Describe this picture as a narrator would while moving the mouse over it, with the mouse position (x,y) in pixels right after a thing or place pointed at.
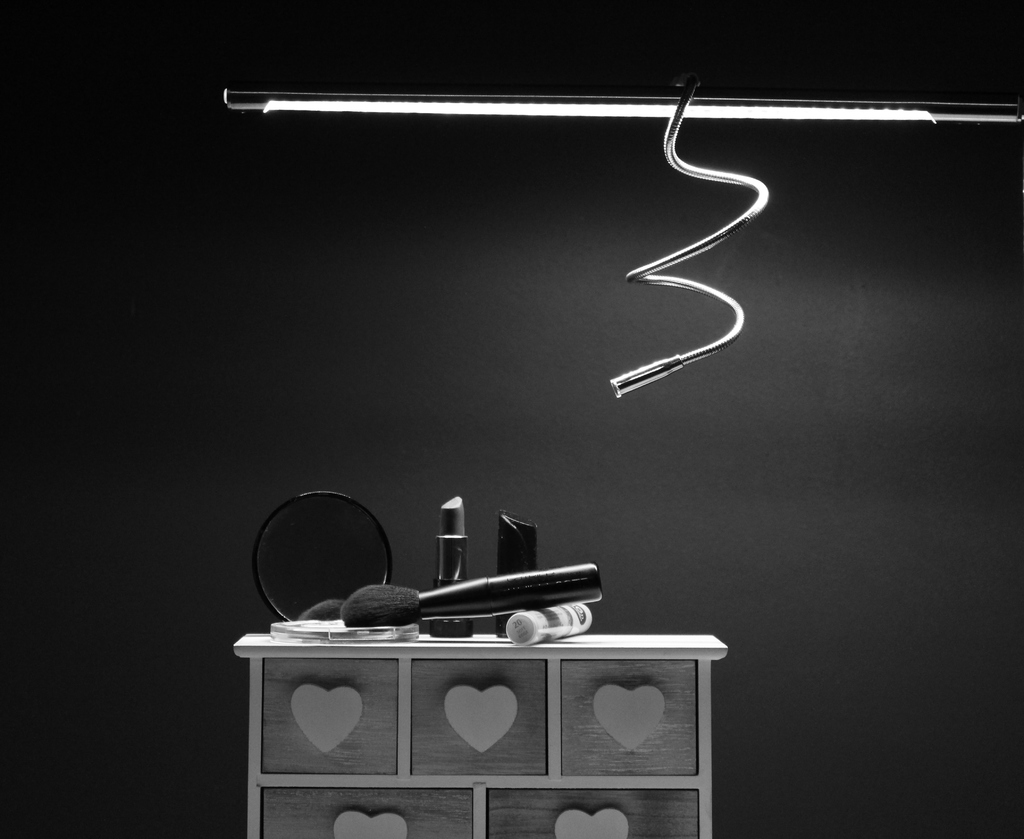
It is a black and white image. In this image we can see the mirror (367,562), makeup brush (352,601) and also lipsticks (522,541) on the top of the table (454,725). We can also see the light (578,108) and also the wire (682,108). In the background (740,121) there is a plain wall (389,413).
